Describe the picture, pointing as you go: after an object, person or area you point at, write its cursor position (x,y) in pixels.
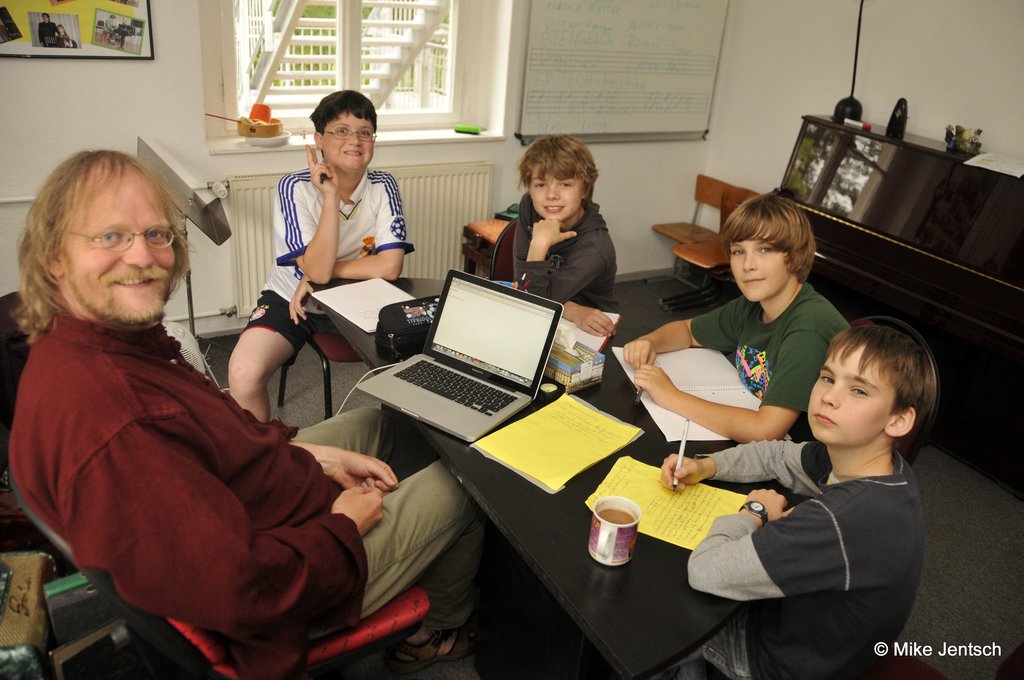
In this image In the middle (604,394) there is a table (580,486) on that there is a laptop (500,413), book (564,441), bag (416,310) and cup (629,531), around there are five people (173,533) on that on the left (176,500) there is a man (229,501) he is smiling he is sitting on the chair (335,640). In the back ground (610,76) there is a window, wall (118,73), photo frame (96,57), white board (574,68), chairs (715,240) and marker (869,127).
